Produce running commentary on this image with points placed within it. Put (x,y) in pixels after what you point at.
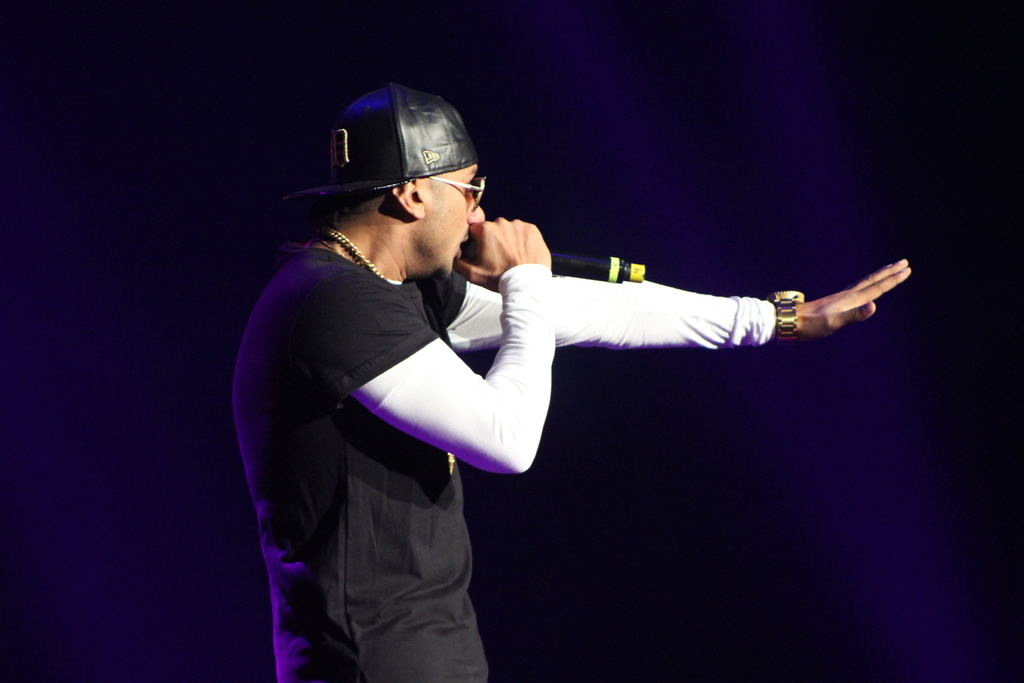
In the picture I can see a person (376,481) wearing black color T-shirt (414,461), cap (419,174), glasses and watch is holding a mic (608,276) in his hands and standing here and the background of the image (1006,414) is dark.
